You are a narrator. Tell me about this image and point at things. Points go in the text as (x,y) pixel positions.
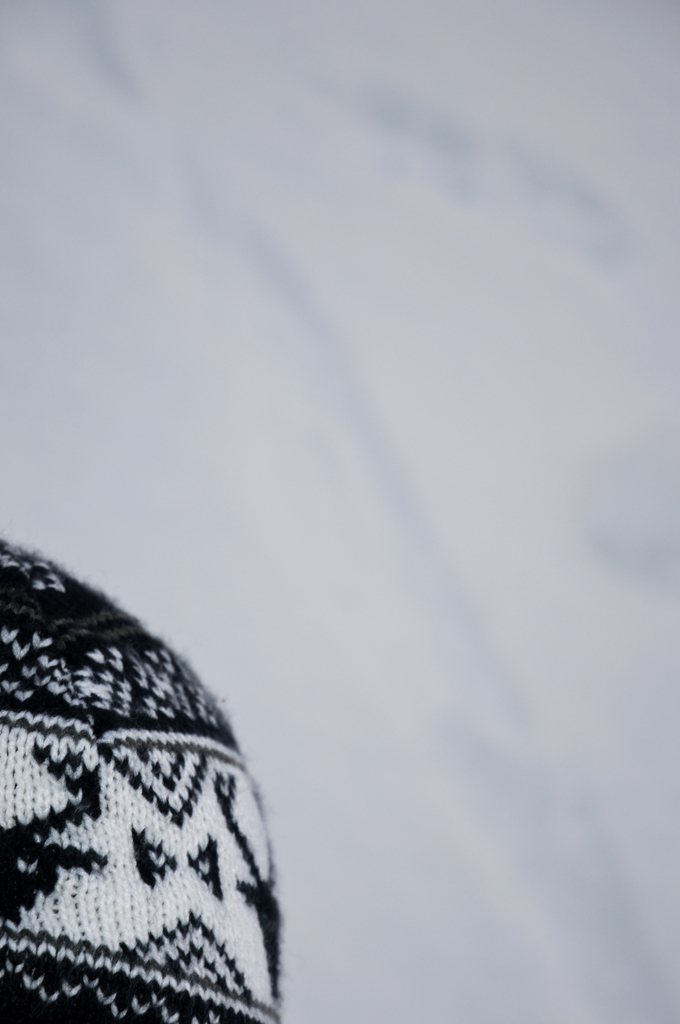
Left side (167,938) bottom, we can see a woolen cloth (114,872). Background (478,801) there is a blur view. Here we can see white color.
